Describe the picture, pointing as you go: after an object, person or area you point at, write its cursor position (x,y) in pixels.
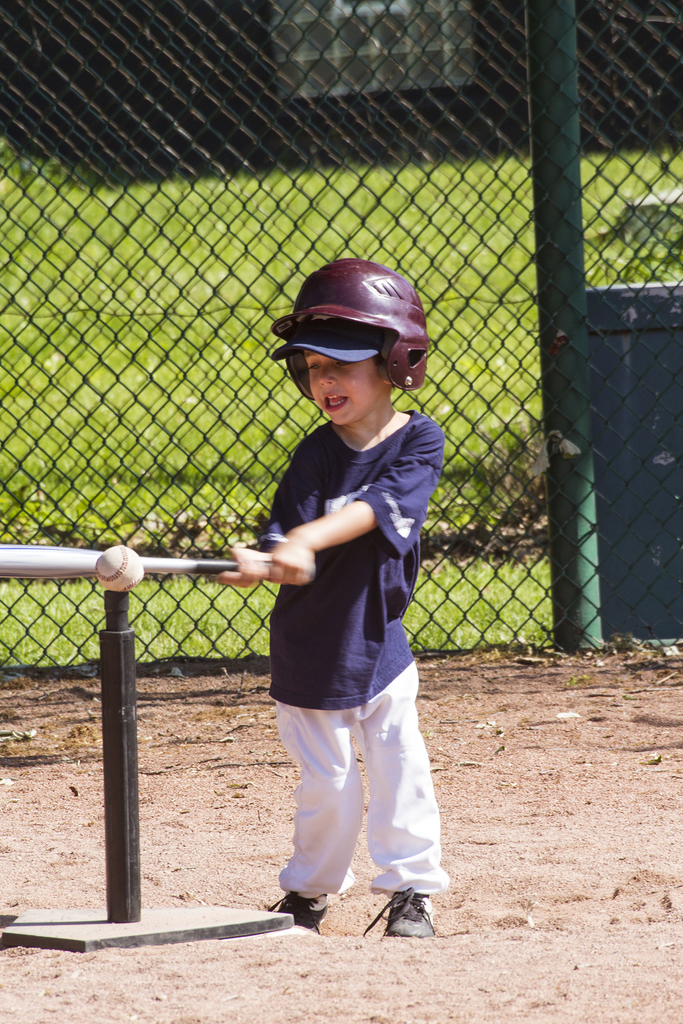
In the image there is a boy (314,482) with a helmet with hand (292,554) holding a bat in his hand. In front of the bat (92,557) there is a ball (136,580). Below the bat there is a pole (112,718). Behind them there is fencing (509,348). Behind the fencing (101,266) it is blurry and also there is a house (339,46).
